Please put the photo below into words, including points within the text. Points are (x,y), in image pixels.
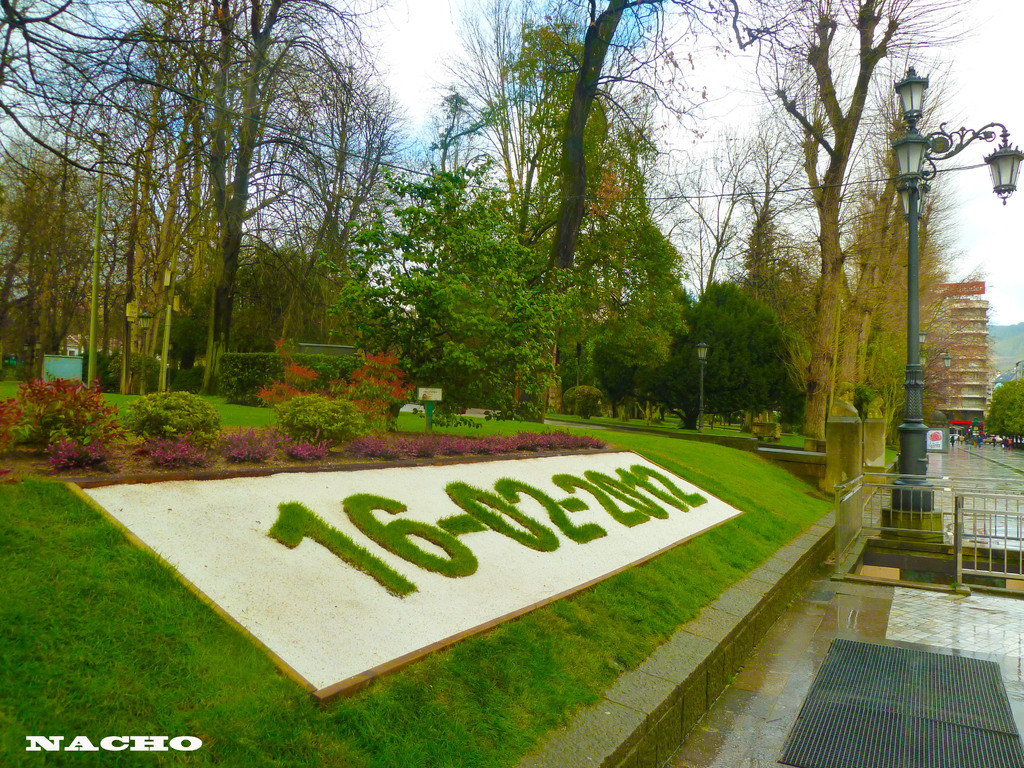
In this image I can see on the left side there is the grass (692,504) in the shape of numbers (446,540). On the right side (980,139) there is a pole (929,148) there are lights (992,166) to it. In the middle (548,373) there are trees (440,253), at the top (460,57) it is the sky (476,21).
